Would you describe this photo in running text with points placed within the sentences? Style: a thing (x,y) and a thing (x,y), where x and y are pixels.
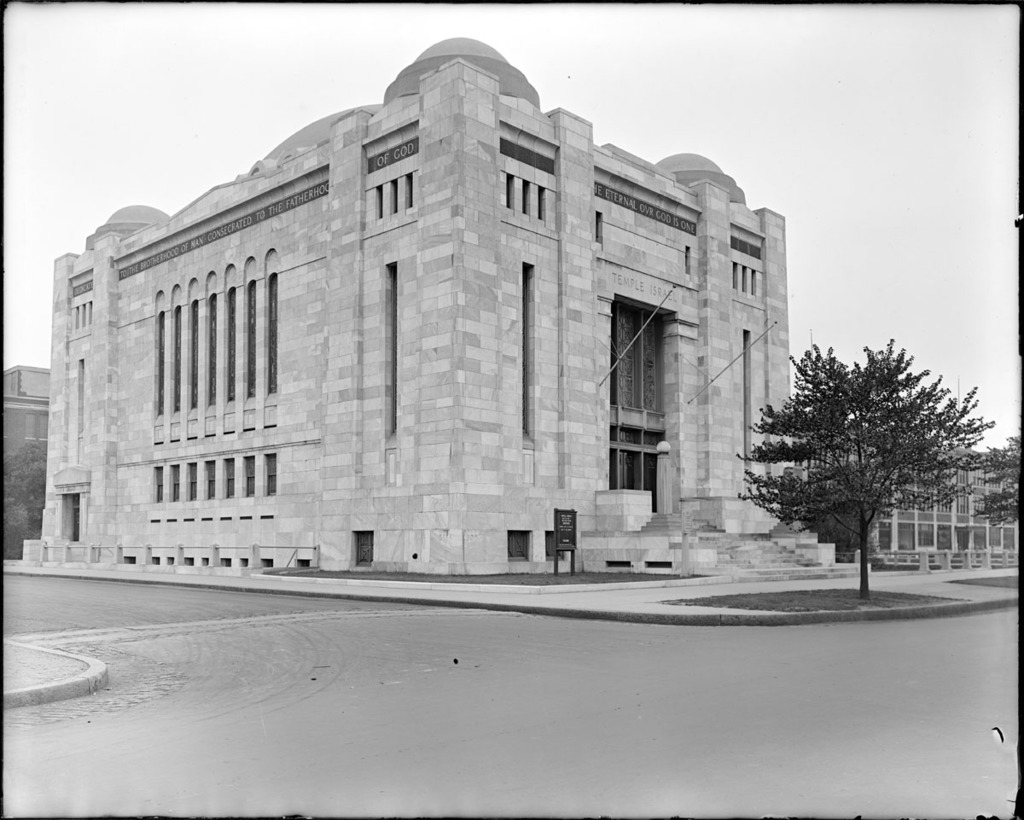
In this picture we can see the road (145,719), footpaths (697,589), trees (25,487), buildings (470,451), board (559,518), fence (984,562) and some objects (662,476) and in the background (256,122) we can see the sky (781,160).
